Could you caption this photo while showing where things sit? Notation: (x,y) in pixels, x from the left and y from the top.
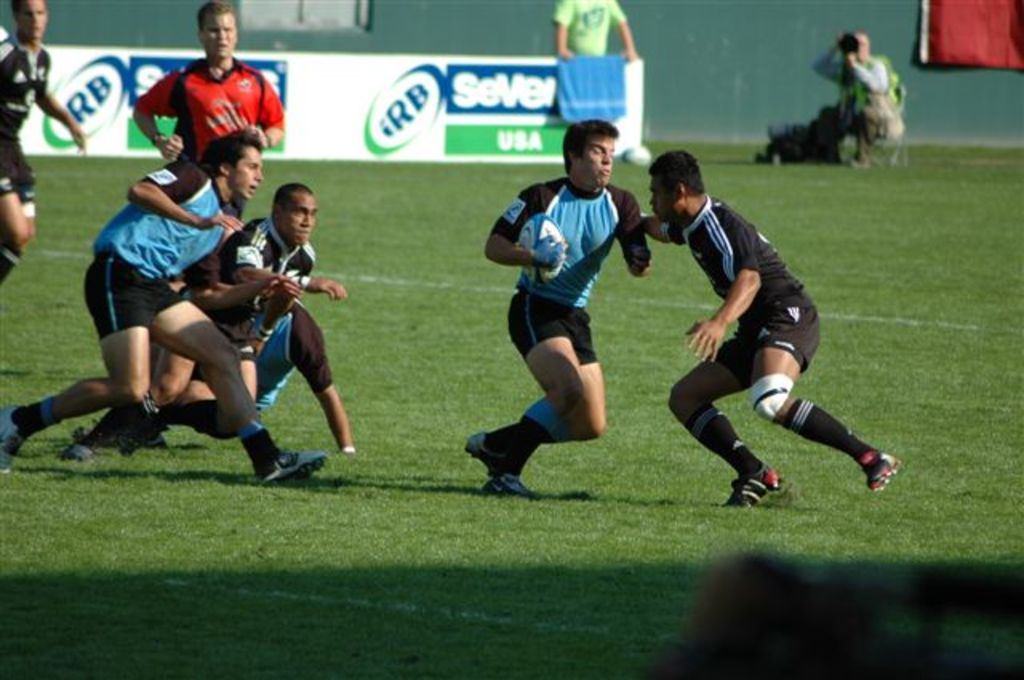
In this picture there are group of people (548,417) running and there is a person (568,407) holding the ball (542,228) and he is running. At the back (827,61) there is a person (860,154) holding the camera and there is a person (600,19) standing behind the board (390,89) and there is text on the board (472,105) and there is a towel (570,104) on the board (562,133). At the back (807,110) there is a building (759,87). At the bottom (181,611) there is grass (854,344).
